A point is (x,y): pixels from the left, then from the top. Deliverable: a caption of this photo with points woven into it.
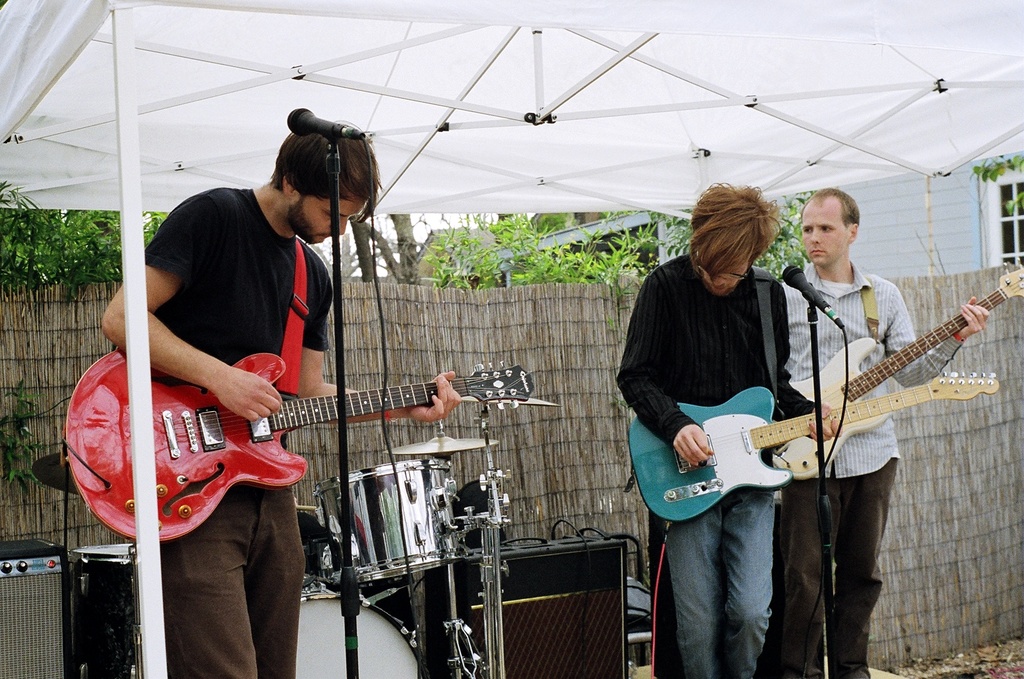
In this image I can see three people (816,197) are standing and holding guitars (854,346). I can also see mics (299,125) in front of them. In the background (479,494) I can see a drum set (411,548), trees (385,253) and a building (917,227).
